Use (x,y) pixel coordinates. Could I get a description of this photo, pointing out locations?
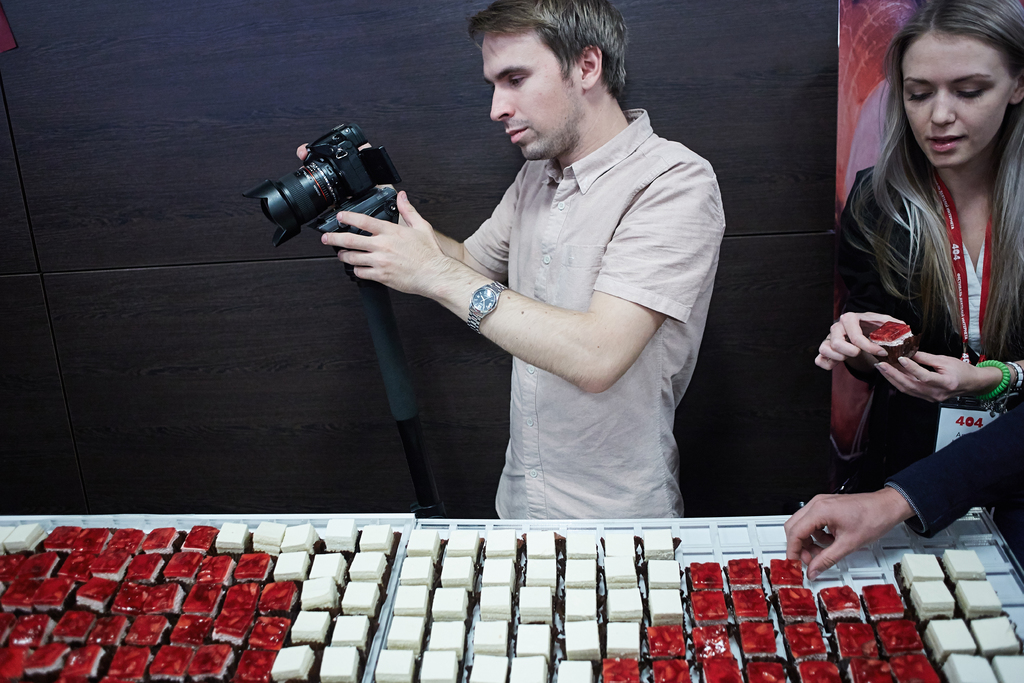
In this image i can see a man (556,264) and a woman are standing. The man (528,320) is holding a camera (369,173). I can also see there are few objects (529,583) on the table (324,586).
